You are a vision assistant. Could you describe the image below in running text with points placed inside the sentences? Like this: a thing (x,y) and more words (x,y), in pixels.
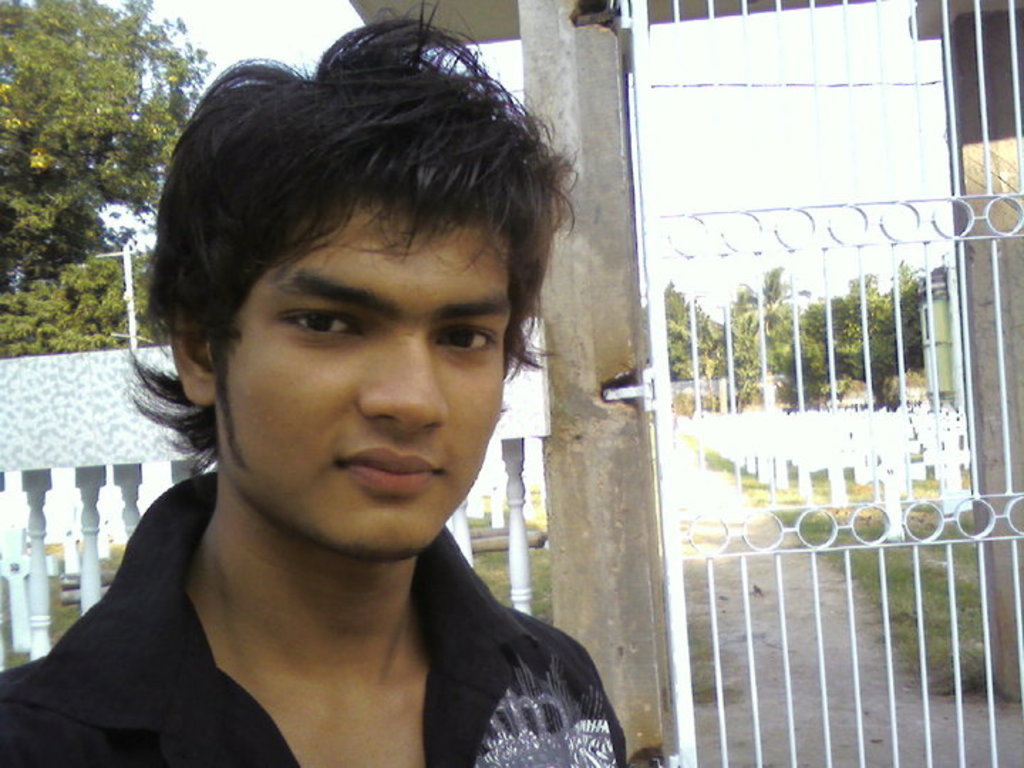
In this picture we can observe a boy (306,381) wearing black color shirt (182,672). He is smiling. Behind him we can observe white color gate (720,425). In the background (71,207) there are trees (99,72) and a sky (768,129).
